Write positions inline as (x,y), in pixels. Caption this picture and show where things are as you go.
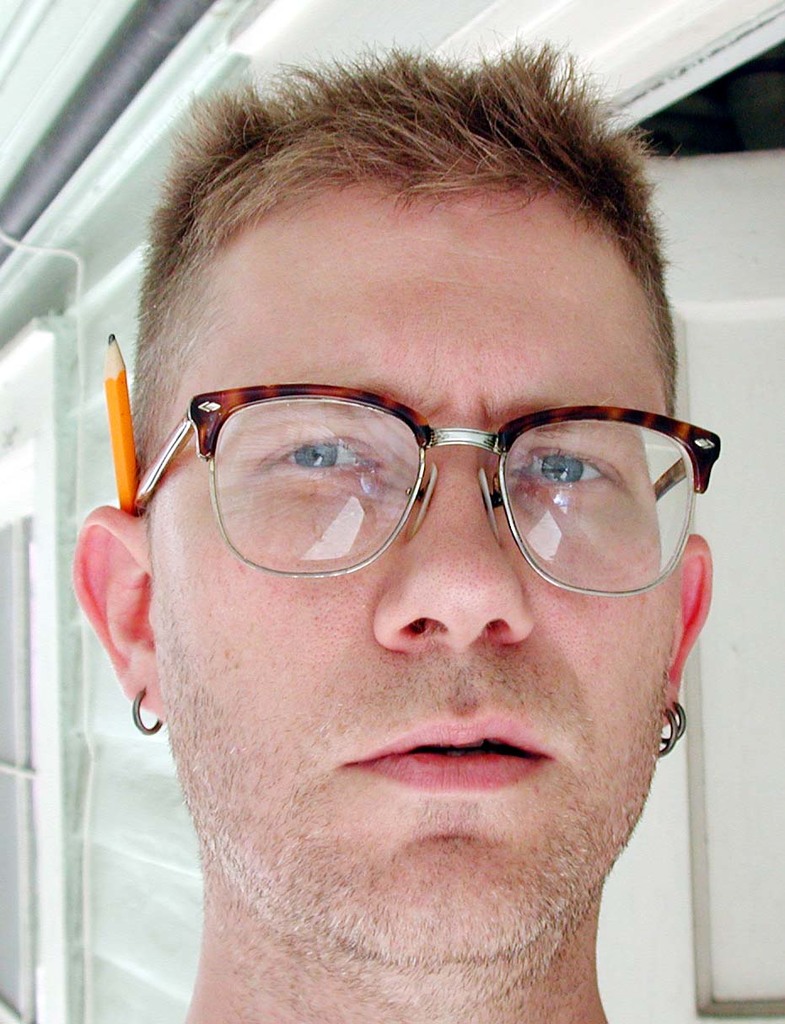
In the center of the image (412,602) we can see a man (529,617) is wearing the earrings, spectacles (226,485), pencil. In the background of the image (728,376) we can see the wall (129,927) and doors (750,383). At the top of the image (44,121) we can see the roof (253,62) and pipe (137,84).
